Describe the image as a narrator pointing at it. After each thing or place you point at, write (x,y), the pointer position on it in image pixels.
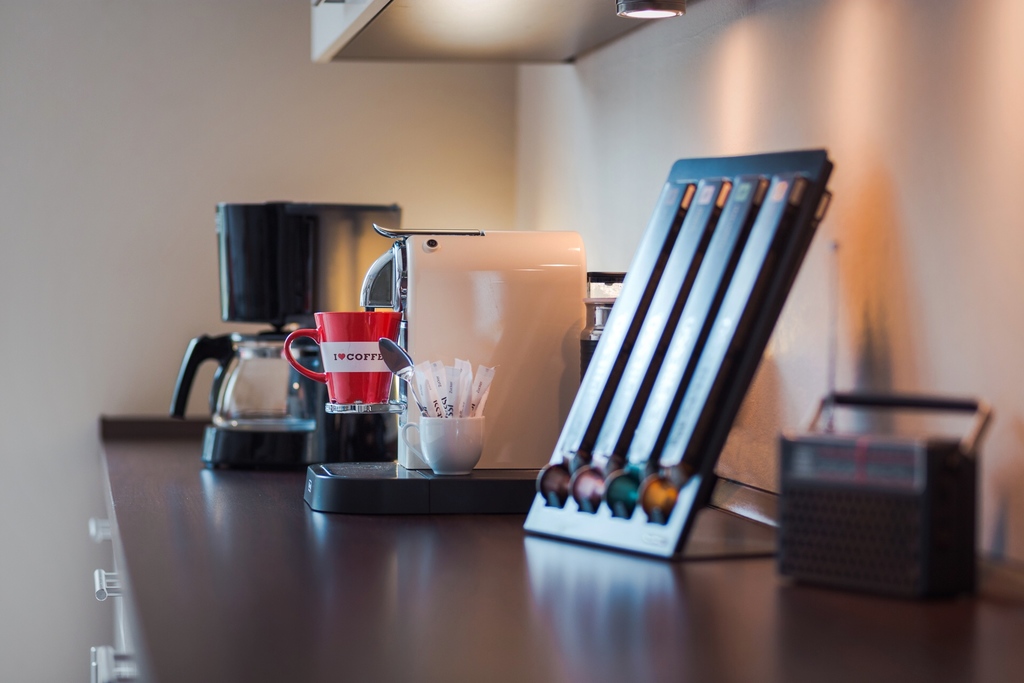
In this image, we can see some objects (389,345) like cups (341,329) on the table (481,517). Among them, we can see a cup (460,444) with some objects (445,401) and a spoon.
